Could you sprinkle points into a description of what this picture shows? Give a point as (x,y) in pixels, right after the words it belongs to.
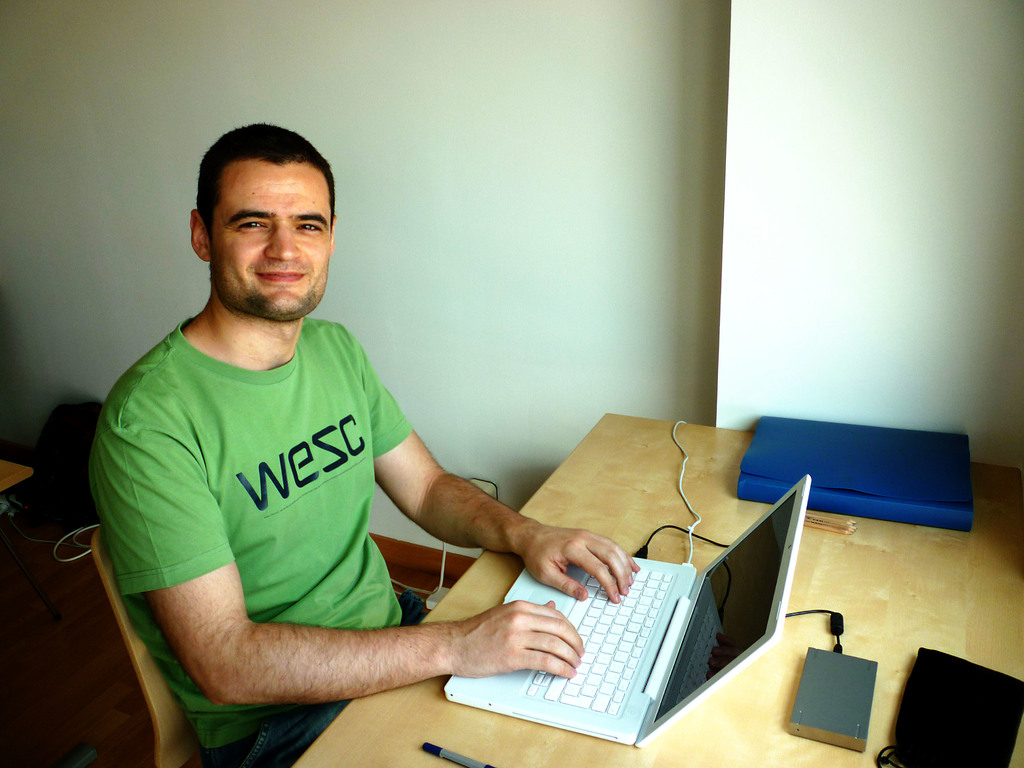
There is a man (212,552) who is sitting on the chair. He is smiling. This is table (729,721). On the table (792,666) there is a laptop (734,582) and a book (898,474). On the background (486,116) there is a wall (89,193) and this is floor (46,678).
